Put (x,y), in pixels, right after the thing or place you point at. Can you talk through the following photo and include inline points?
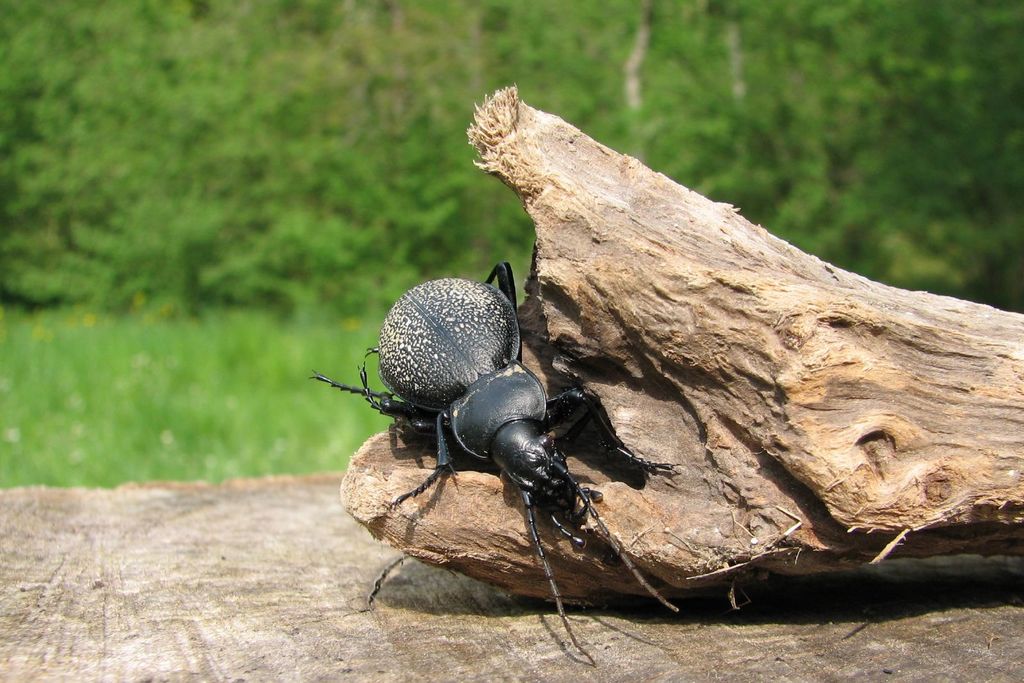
Here we can see an insect (523,443) on a wooden log (664,381) on a platform (25,616). In the background (214,368) there are plants (244,349) and trees (417,83).
